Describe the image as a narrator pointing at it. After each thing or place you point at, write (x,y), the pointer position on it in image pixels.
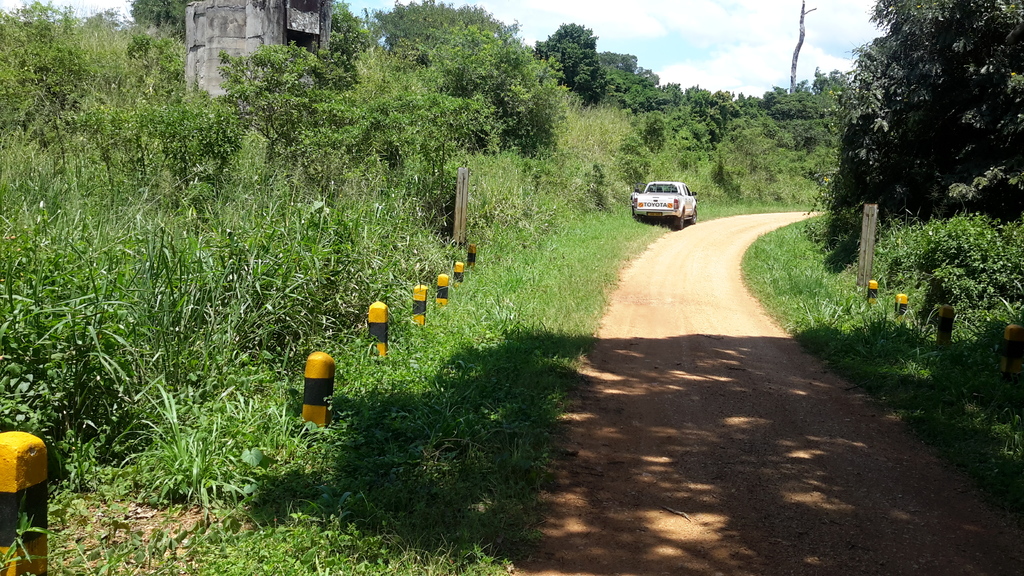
In this image we can see some plants (221,210), grass (800,268) on the ground (687,248) and trees (440,113) and there is a road (712,323) in the middle (672,260) and we can see a vehicle (675,215). There is a building (271,14) and we see some objects (31,491) which look like stones (312,358) painted with yellow and black color.
